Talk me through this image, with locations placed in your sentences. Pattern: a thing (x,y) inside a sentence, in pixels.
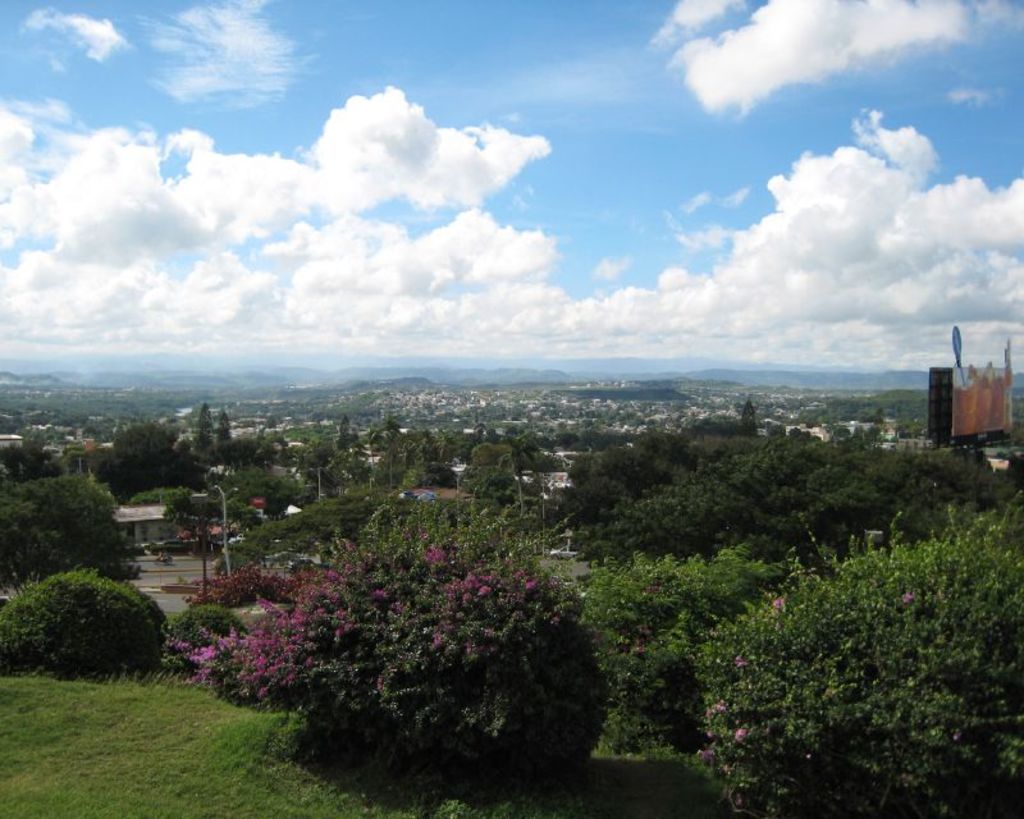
In this picture we can see few trees (356,468), poles (229,573), buildings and clouds (434,278).
